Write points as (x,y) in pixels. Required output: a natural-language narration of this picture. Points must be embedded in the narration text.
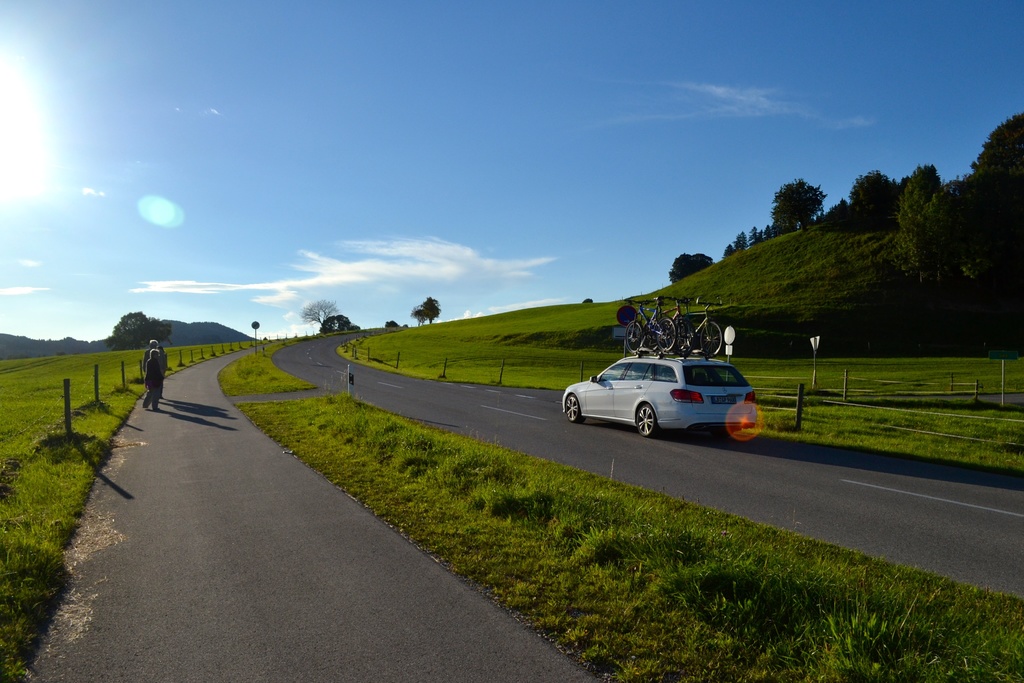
In this picture, on the left side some people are there. And this is the roadway (443,411). And this is car (732,396) which carrying some bicycle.
